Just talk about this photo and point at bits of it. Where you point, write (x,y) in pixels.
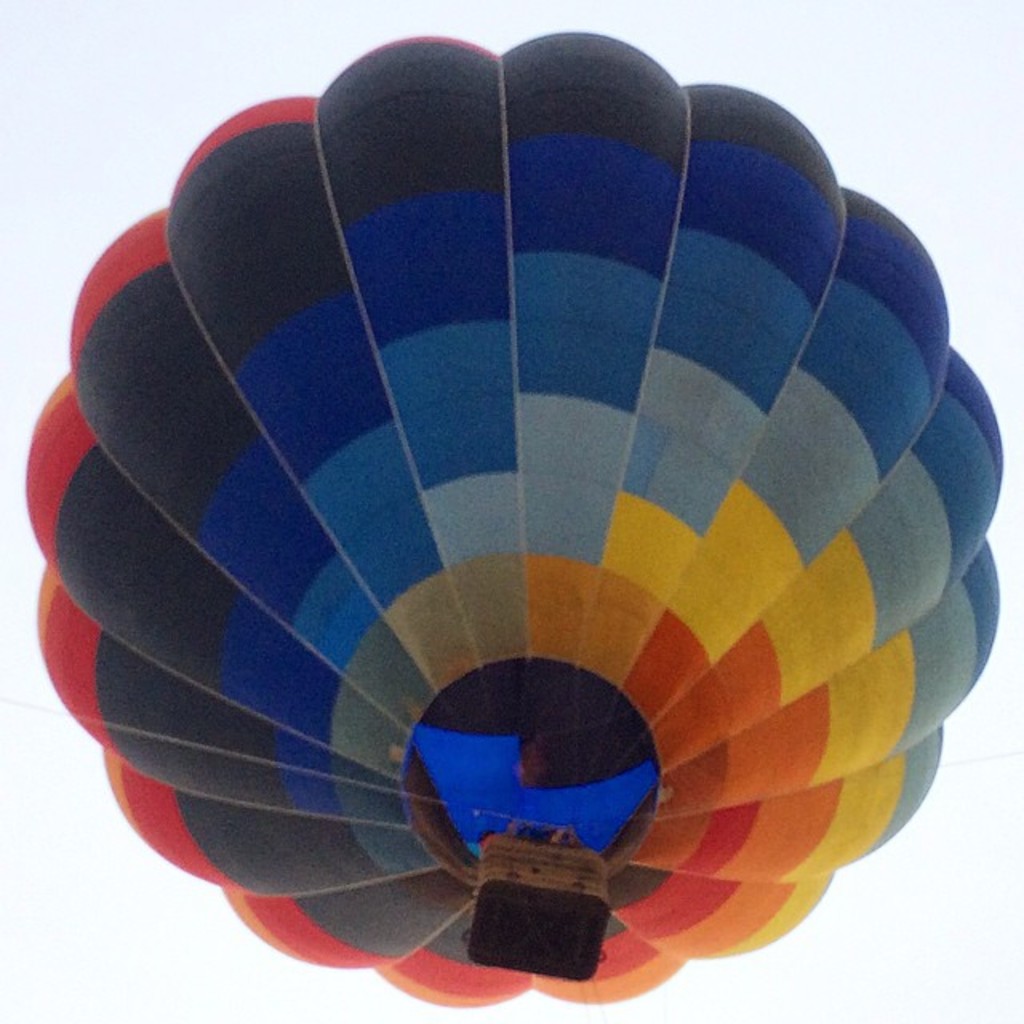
In this picture we can see a hot air balloon (527,412).
